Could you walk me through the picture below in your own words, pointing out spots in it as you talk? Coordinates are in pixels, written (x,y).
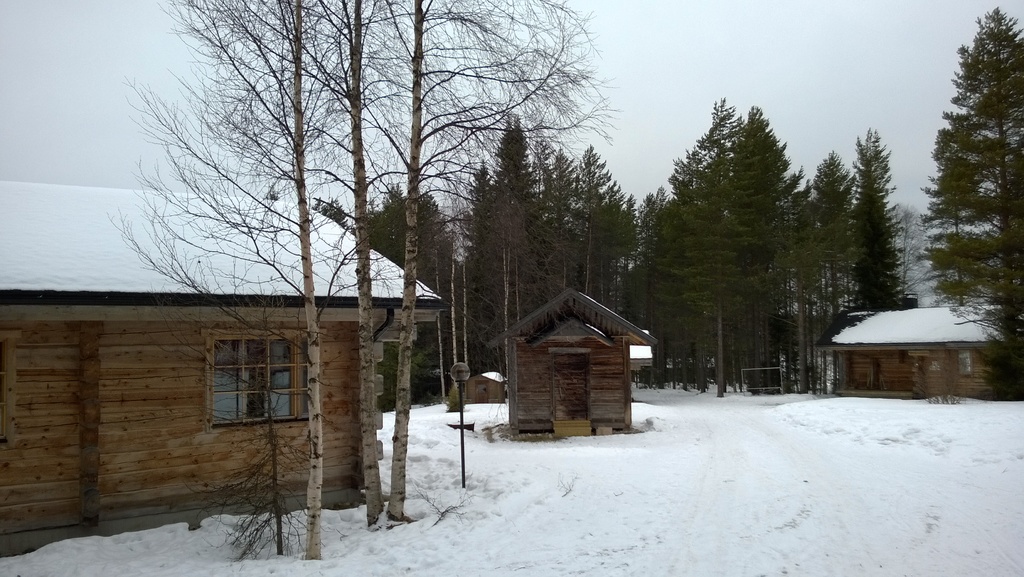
In this picture I can see there are some buildings (264,324) and there are trees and snow (698,461) on the floor (663,467) and the sky (776,48) is cloudy.
